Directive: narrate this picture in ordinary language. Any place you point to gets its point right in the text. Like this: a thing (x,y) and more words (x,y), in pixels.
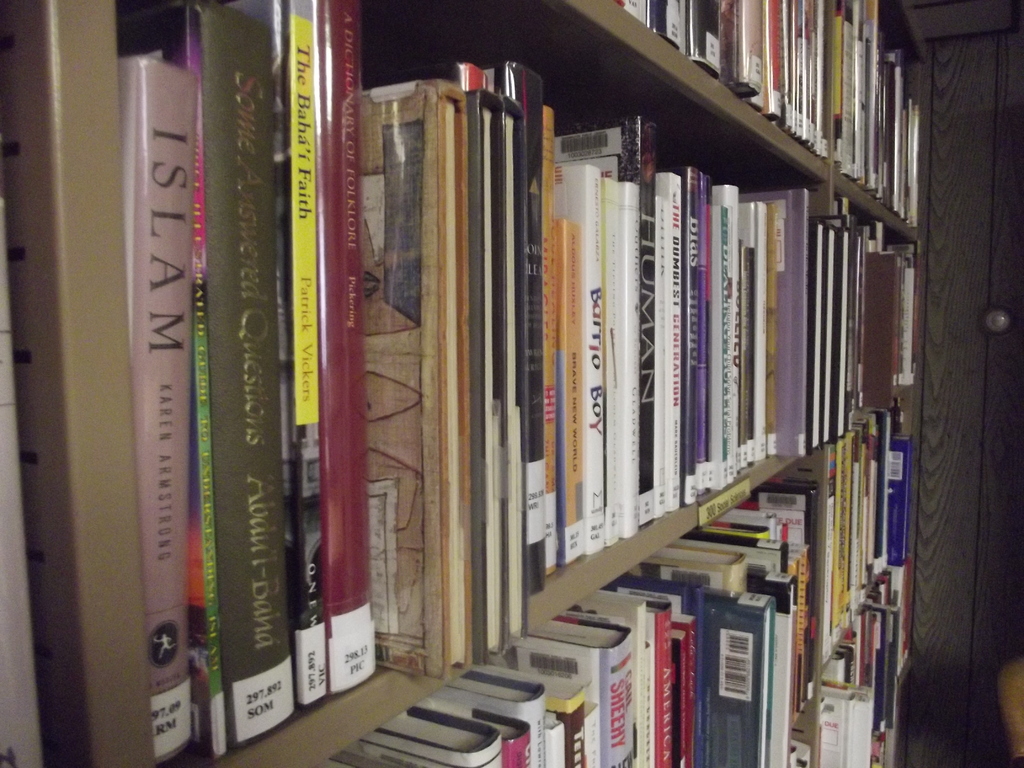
In this picture there are many book (675,553) placed in the metal shelf (325,735).
